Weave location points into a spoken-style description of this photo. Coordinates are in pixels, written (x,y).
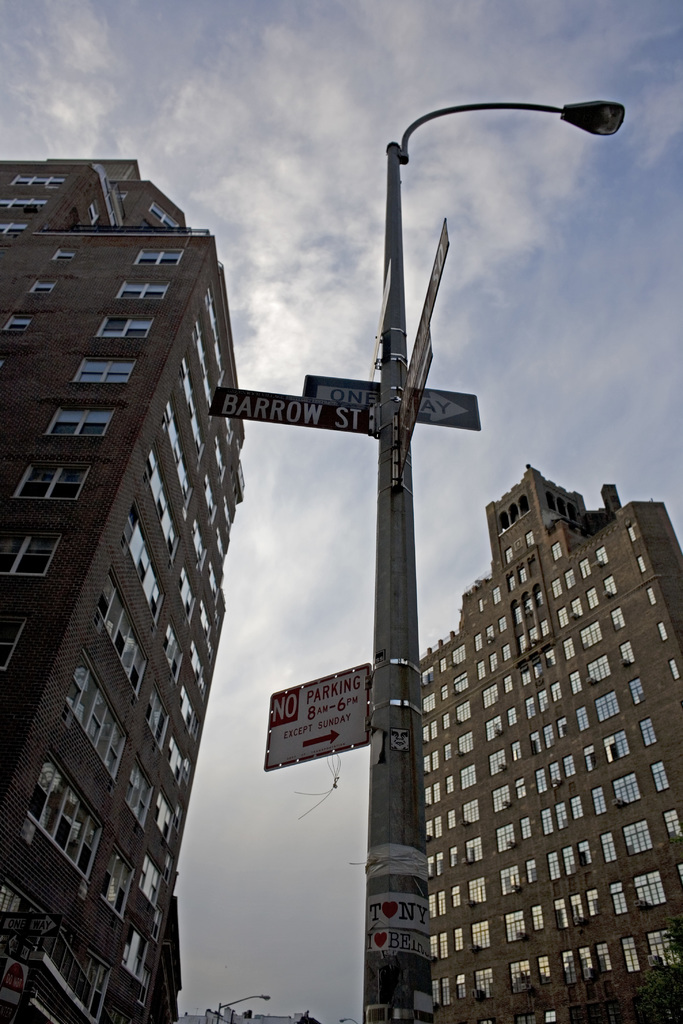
In this picture we can see buildings (102,729), street light (407,599) and sign boards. At the bottom (237,1002) we can see street light (220,1010) and other objects (249,1019). At the top (313,143) there is sky (328,203).
